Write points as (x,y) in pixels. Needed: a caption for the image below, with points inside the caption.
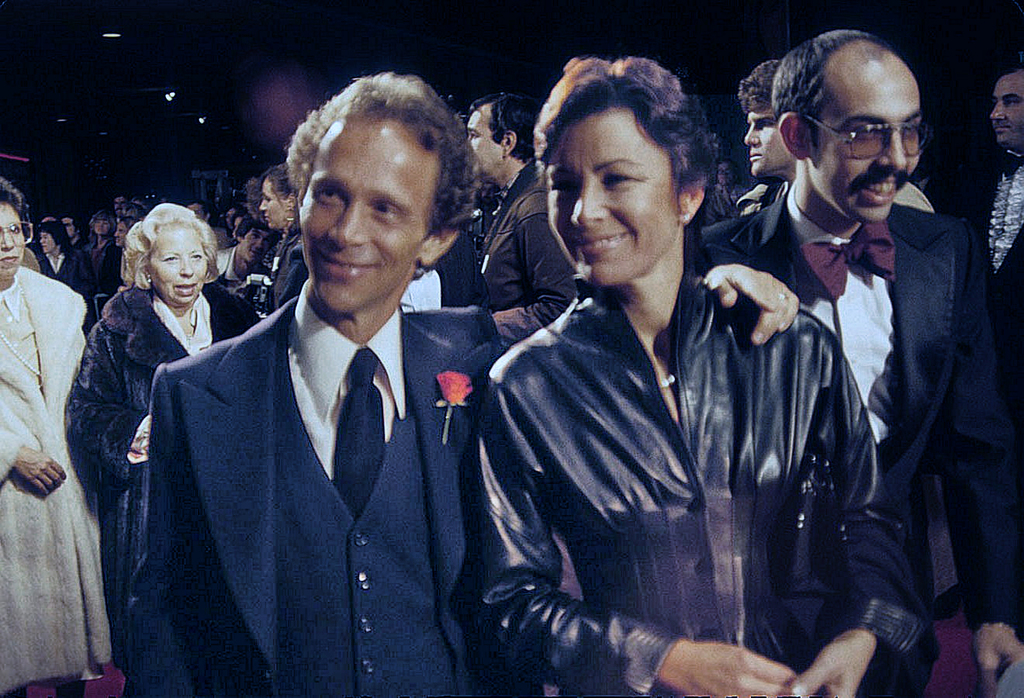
In this picture on the front (538,612) end, we see 2 people (442,176) smiling and looking at someone. In the background (827,304) there are many people (884,287) standing.
